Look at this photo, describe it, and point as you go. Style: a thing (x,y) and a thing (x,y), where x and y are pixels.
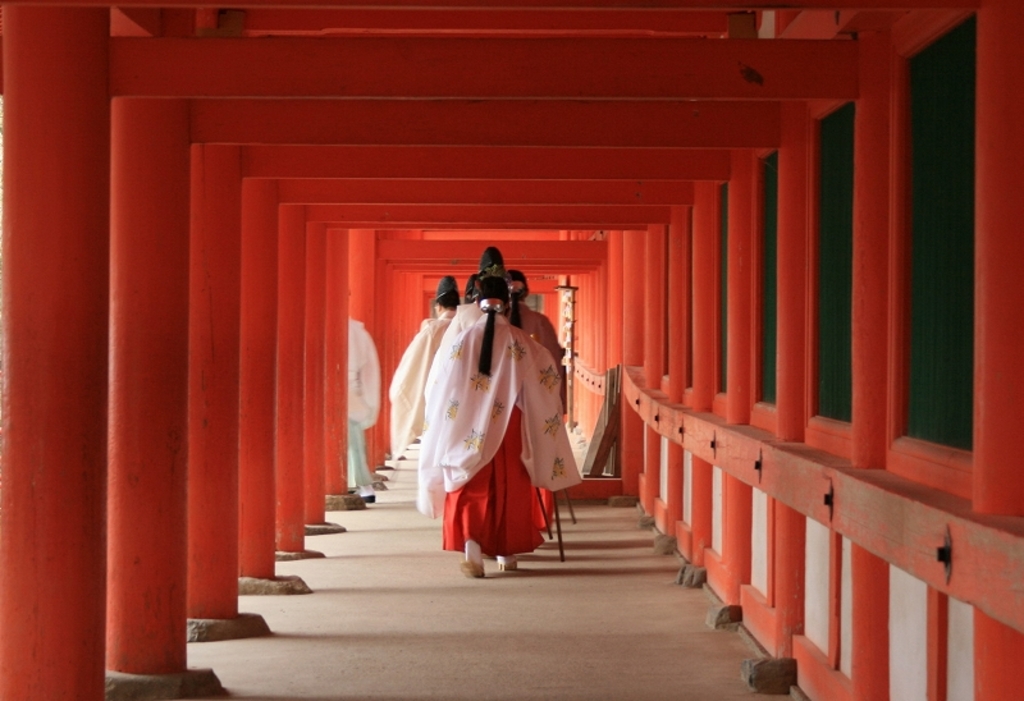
This image consists of many people (521,389) walking. At the bottom (395,637), there is a floor (344,579). To the left (265,346), there are pillars (268,219).
